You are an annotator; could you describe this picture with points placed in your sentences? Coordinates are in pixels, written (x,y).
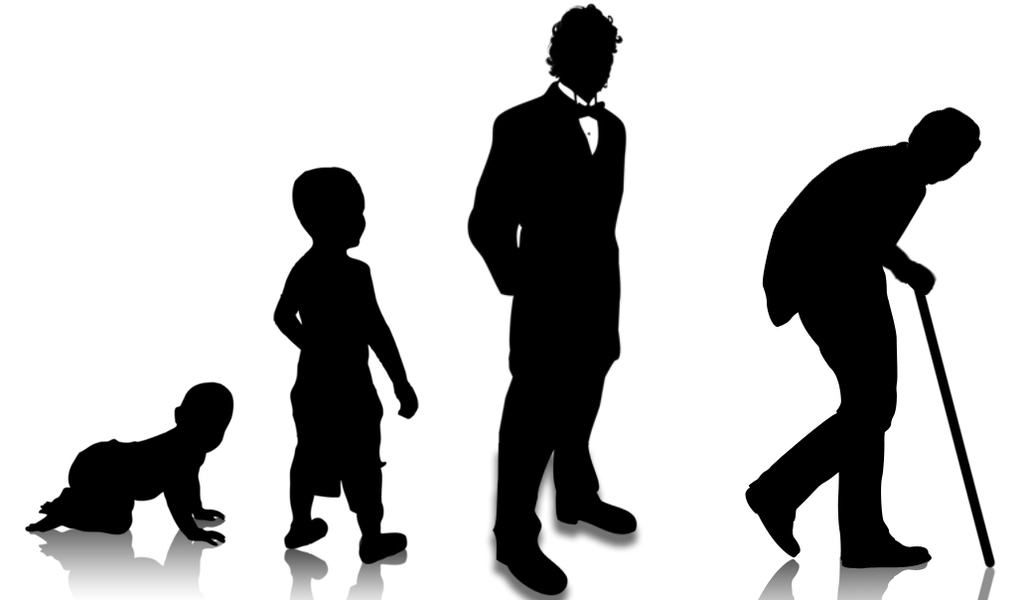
In this picture, we see the illustration of the man (121,469) from young to old. This picture describes the different stages of man's life. In the background (405,446), it is white in color.
